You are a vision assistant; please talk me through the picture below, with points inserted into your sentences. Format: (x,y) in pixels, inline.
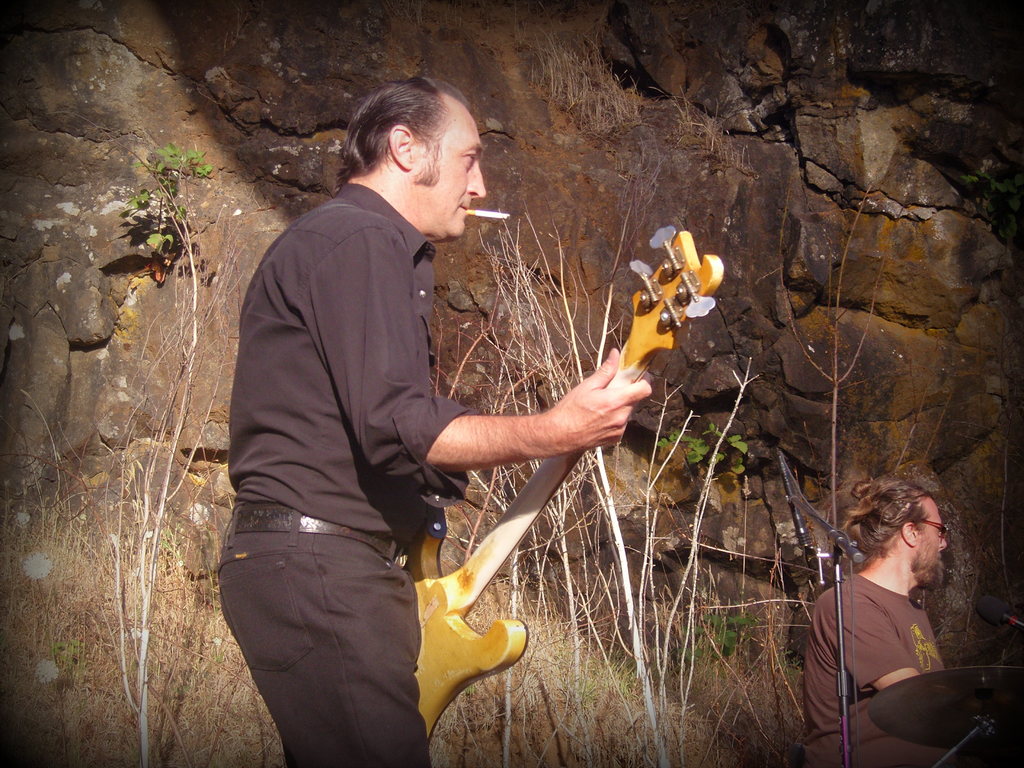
In this image we can see a person (380,454) wearing black dress (296,497) is holding a guitar (526,490) in his hands (577,394) and cigarette (502,216) in his mouth (460,206). In the background (822,651) we can see a person (889,636) and rocks (792,633).
